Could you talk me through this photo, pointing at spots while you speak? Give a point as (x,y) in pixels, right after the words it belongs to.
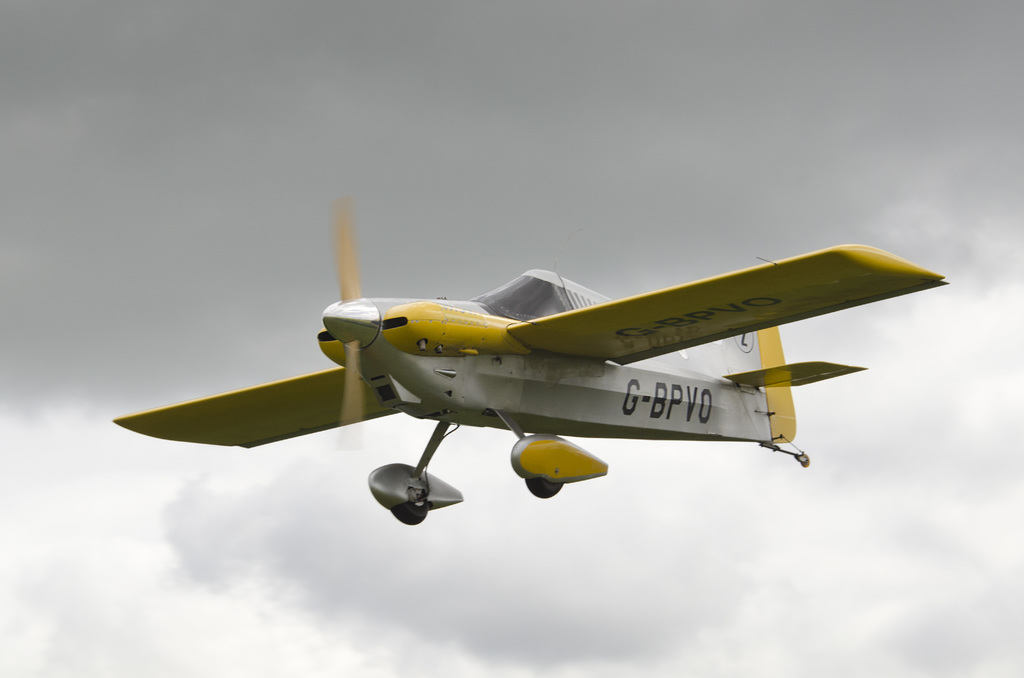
In this image I can see there is an airplane (521,396). And there is a sky (833,477).
